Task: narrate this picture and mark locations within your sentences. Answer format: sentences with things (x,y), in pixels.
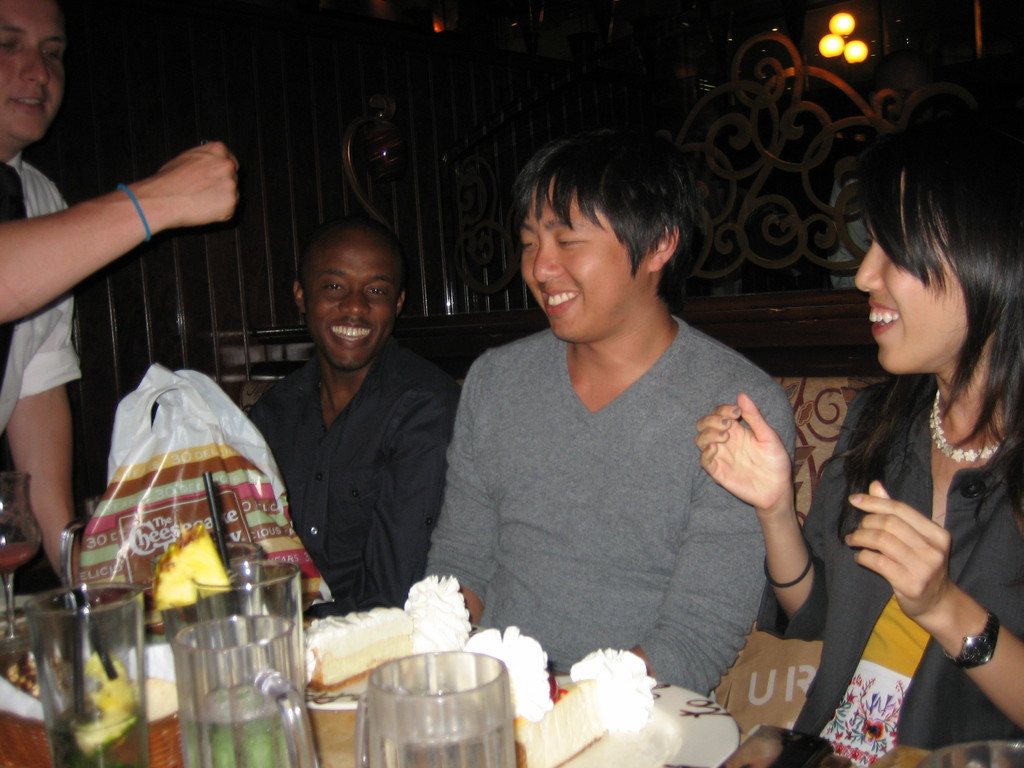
In this picture we can see there are three people (499,482) sitting on a couch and a person (54,259) is standing. In front of the people (700,452), it looks like a table (146,726) and on the table (112,714) there are glasses (179,648), food items (195,601) and some objects (172,459). Behind the people (277,418) they are looking like iron grilles (726,170) and lights (834,49).
